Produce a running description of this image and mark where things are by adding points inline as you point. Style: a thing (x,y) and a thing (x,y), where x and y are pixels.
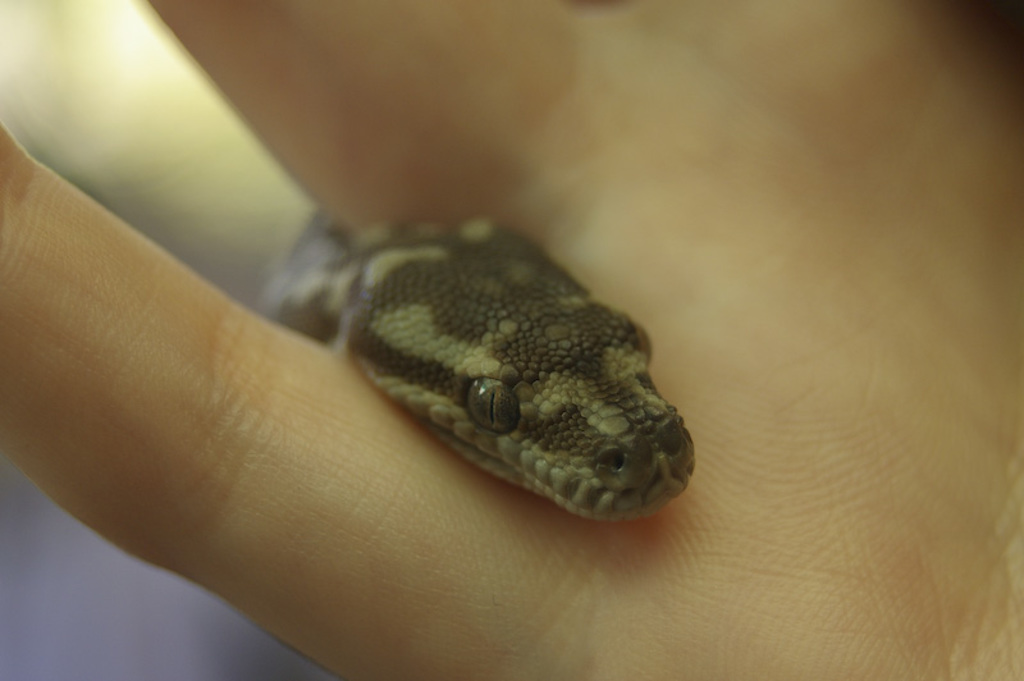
In this picture there is a person (711,420) holding the snake (574,478). At the back (222,112) the image is blurry.
